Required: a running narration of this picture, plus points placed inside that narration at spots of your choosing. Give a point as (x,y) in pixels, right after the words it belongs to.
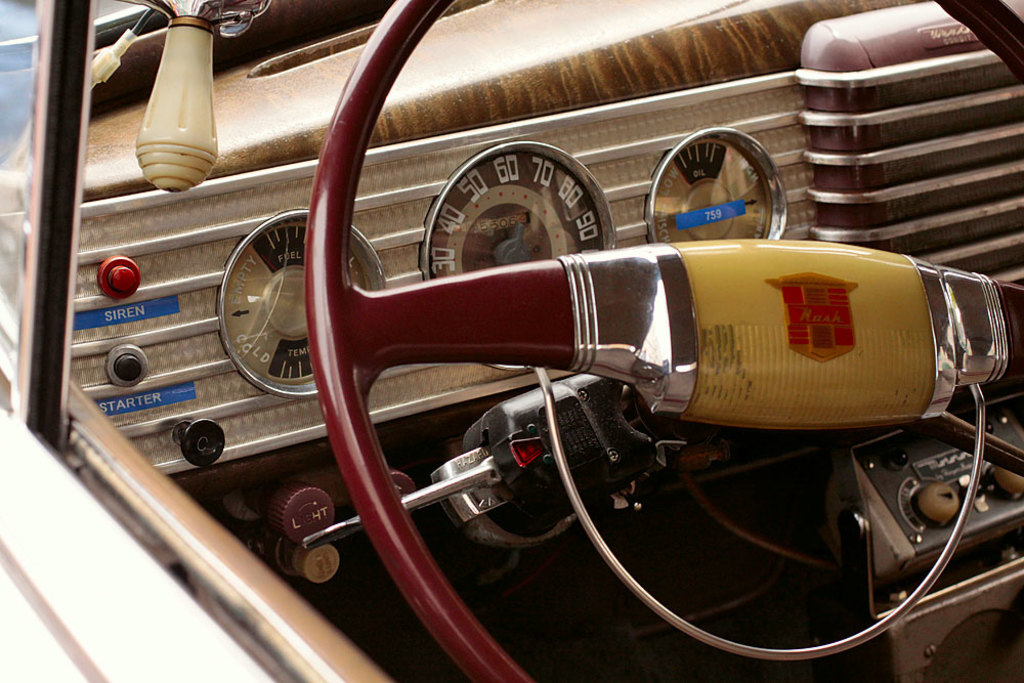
In the center of the image (545,379) we can see steering (557,365), indicators (536,244), horn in the car (590,408).
